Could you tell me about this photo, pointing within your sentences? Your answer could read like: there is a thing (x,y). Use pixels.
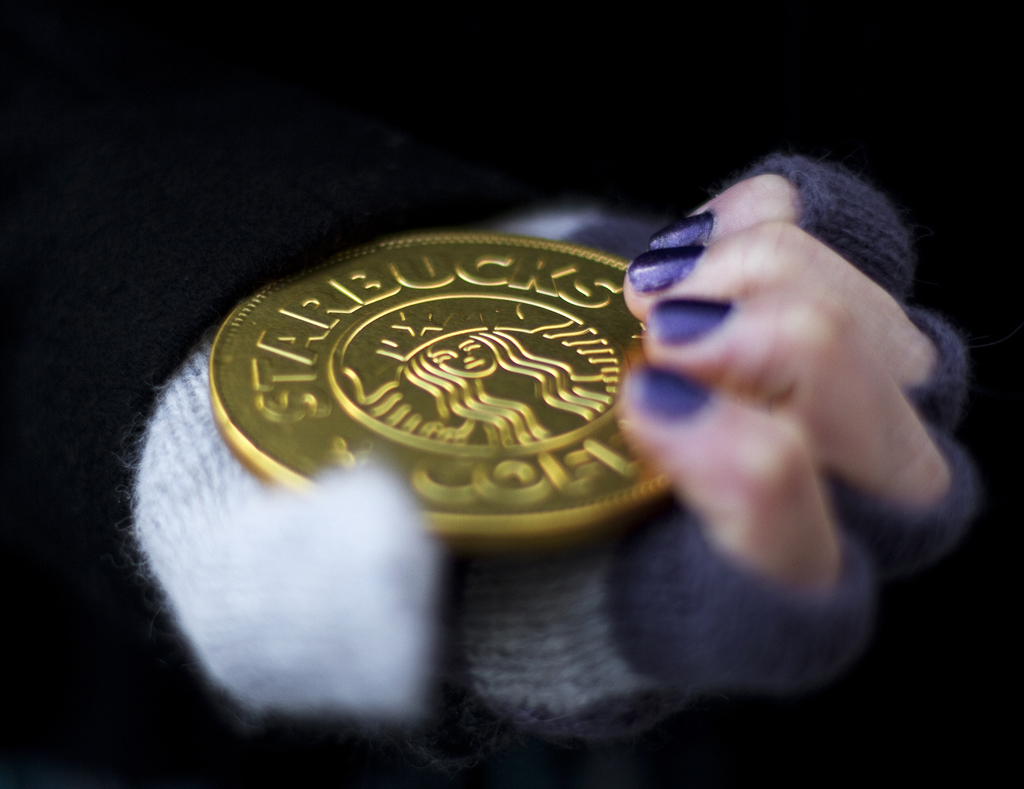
In this image, I can see a person's hand (716,684) holding a coin (477,445). The background (983,94) is dark.
